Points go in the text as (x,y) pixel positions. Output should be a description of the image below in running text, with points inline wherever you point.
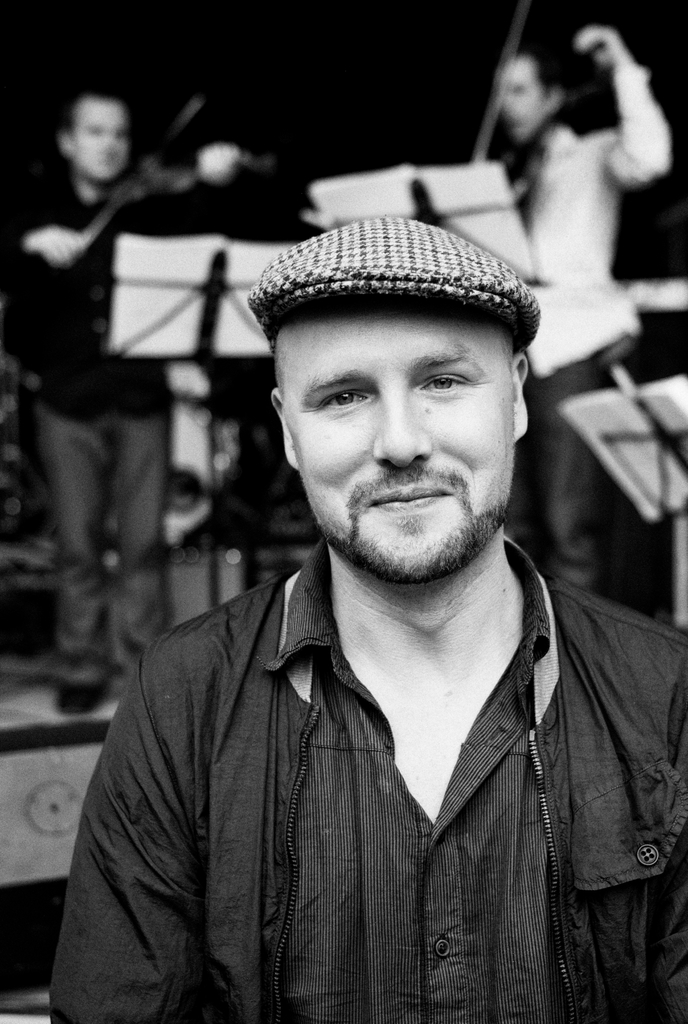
This is a black and white picture. There is a person (404,466) wearing a cap (396,235). In the background (156,395) there are two persons (157,407). Also there are book stands (389,169) with books (411,198).
